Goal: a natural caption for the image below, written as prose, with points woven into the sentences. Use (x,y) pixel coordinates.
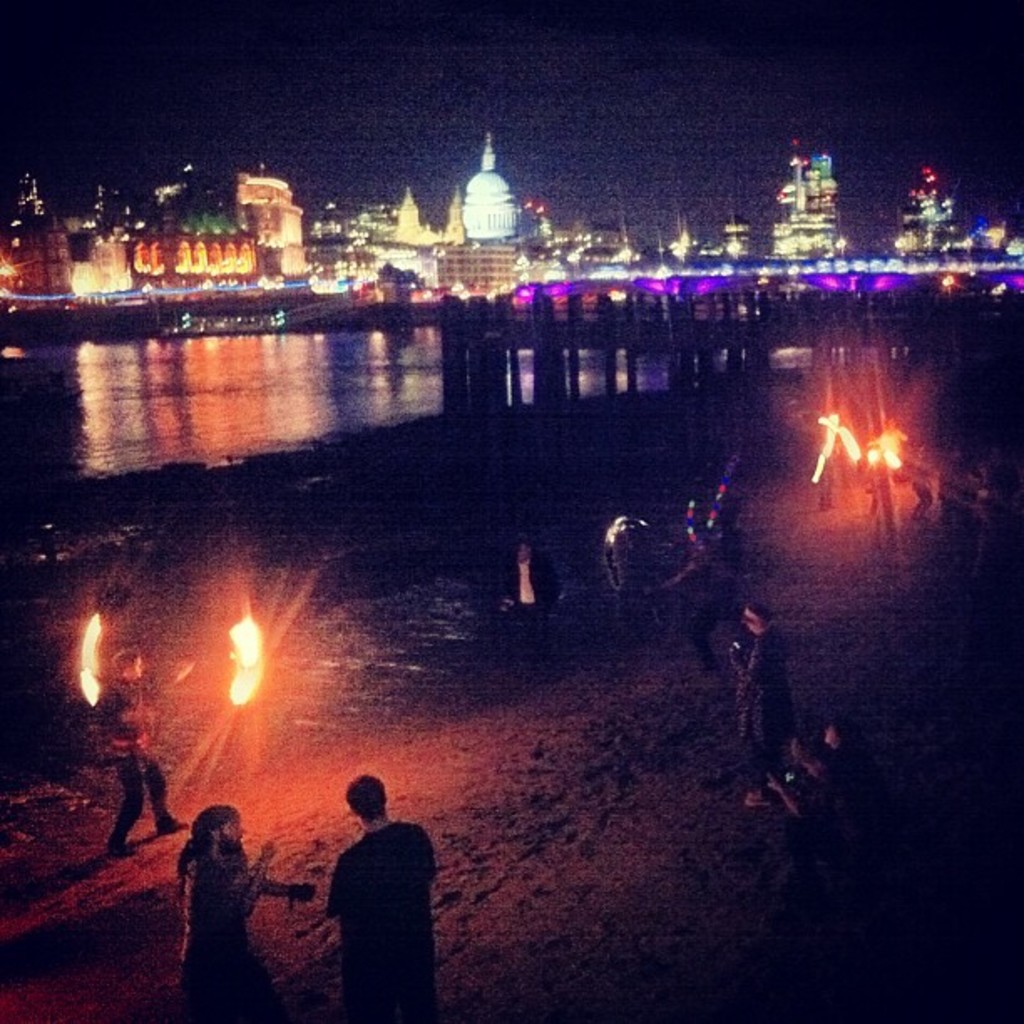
This picture consist of the lake (105,426) in the middle (374,369), in front of the lake (211,398) I can see person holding lights (259,641) and at the top (497,148) I can see the sky (450,141) and in the middle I can see building (387,209) and this picture is taken during night.
